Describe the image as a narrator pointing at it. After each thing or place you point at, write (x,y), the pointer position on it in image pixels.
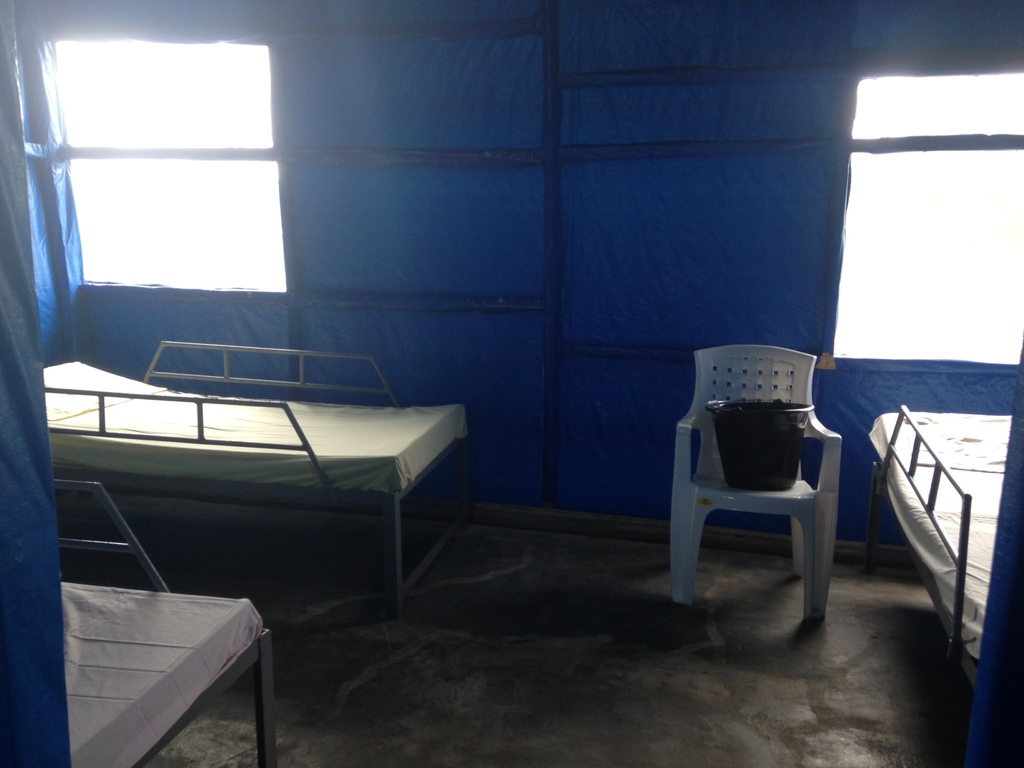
In this image we can see three beds (462,508), an object (762,489) on the chair (716,442), few poles (555,173), windows (111,233) in a closed tent (714,253).
